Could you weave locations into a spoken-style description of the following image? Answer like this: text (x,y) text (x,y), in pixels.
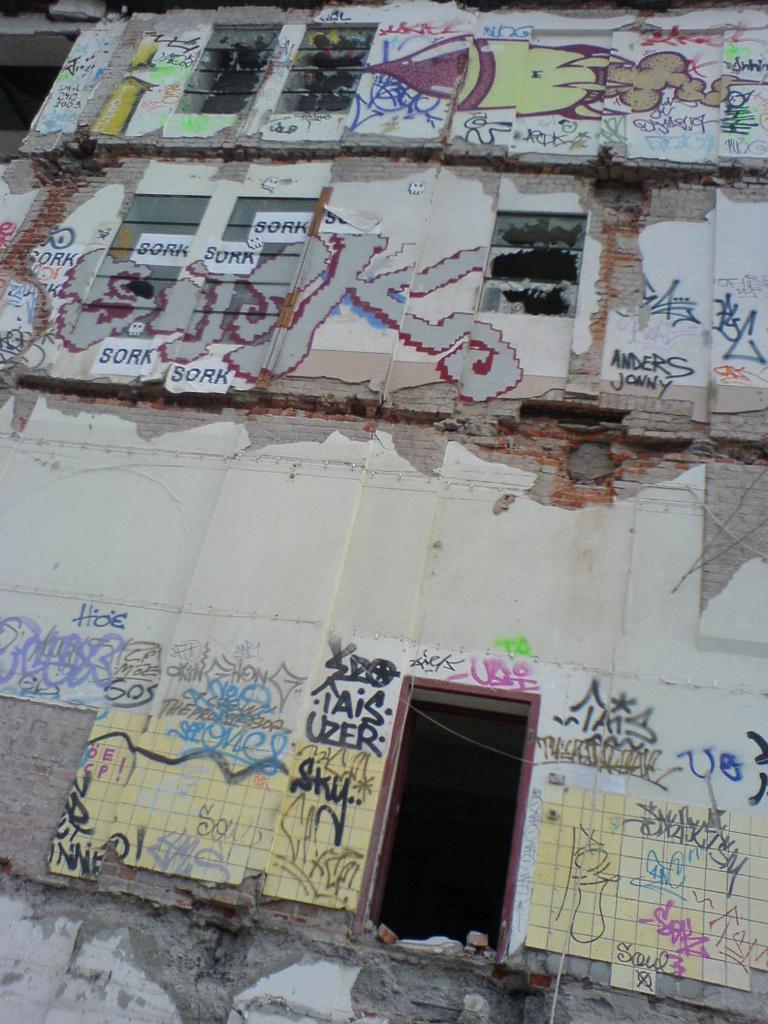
In the foreground of this picture (485,711), there is an entrance (439,747) of a building (127,518) where we can see graffiti paintings (311,732) on it.
